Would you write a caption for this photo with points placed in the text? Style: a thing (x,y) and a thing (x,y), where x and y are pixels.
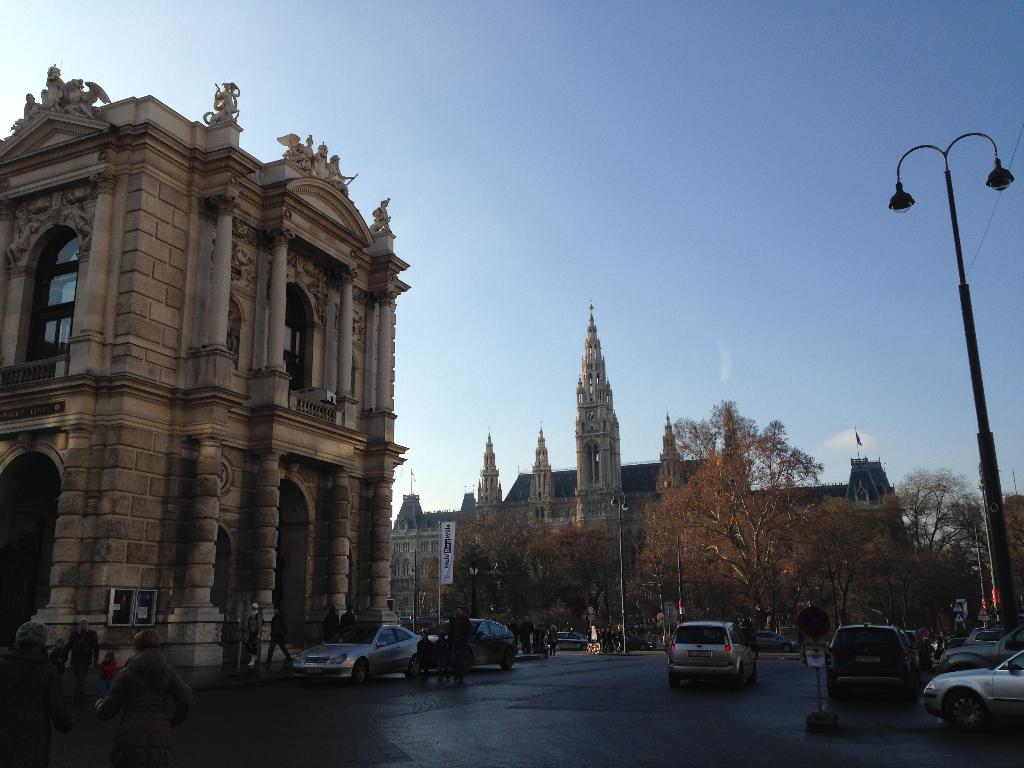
This image is taken outdoors. At the bottom of the image (474,722) there is a road (560,707). At the top of the image (549,52) there is a sky (810,135). In the middle of the image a few cars (712,660) are parked on the road (790,668) and a few are moving on the road (500,695). A few people (131,698) are standing on the road (486,712) and a few are walking on the road (482,674). In the middle of the image (574,491) there are a few buildings (321,470), towers (549,507) and there are a few trees (527,582), poles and street lights (906,195).
